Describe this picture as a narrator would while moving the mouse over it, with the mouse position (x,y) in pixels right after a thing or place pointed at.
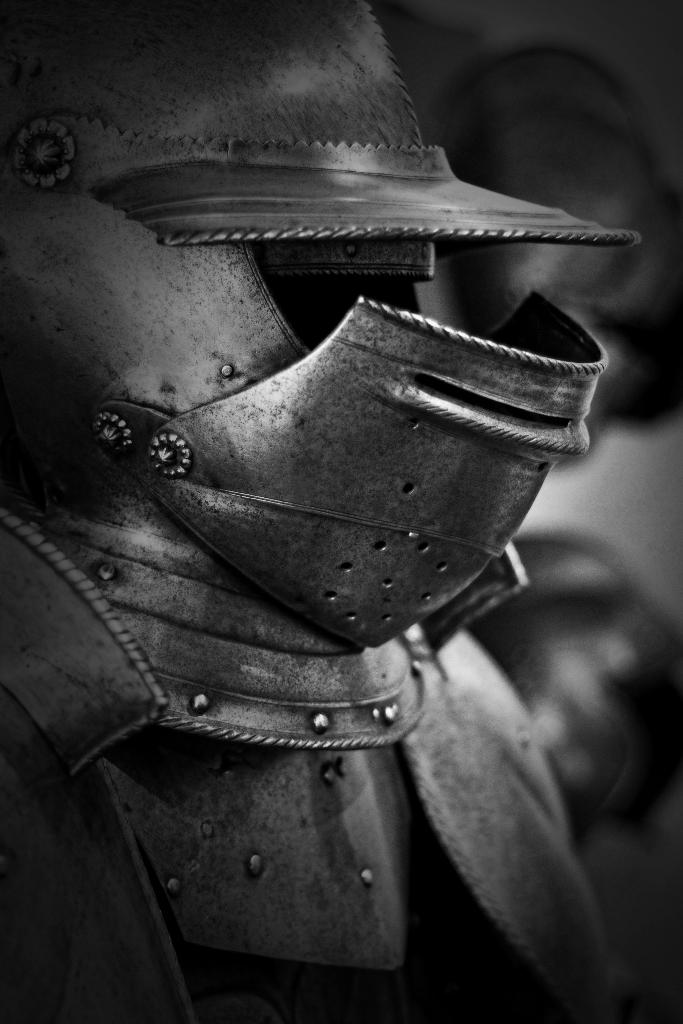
This is a black and white picture. In this picture, we see an armor (291,653). This picture is blurred in the background (527,251).
